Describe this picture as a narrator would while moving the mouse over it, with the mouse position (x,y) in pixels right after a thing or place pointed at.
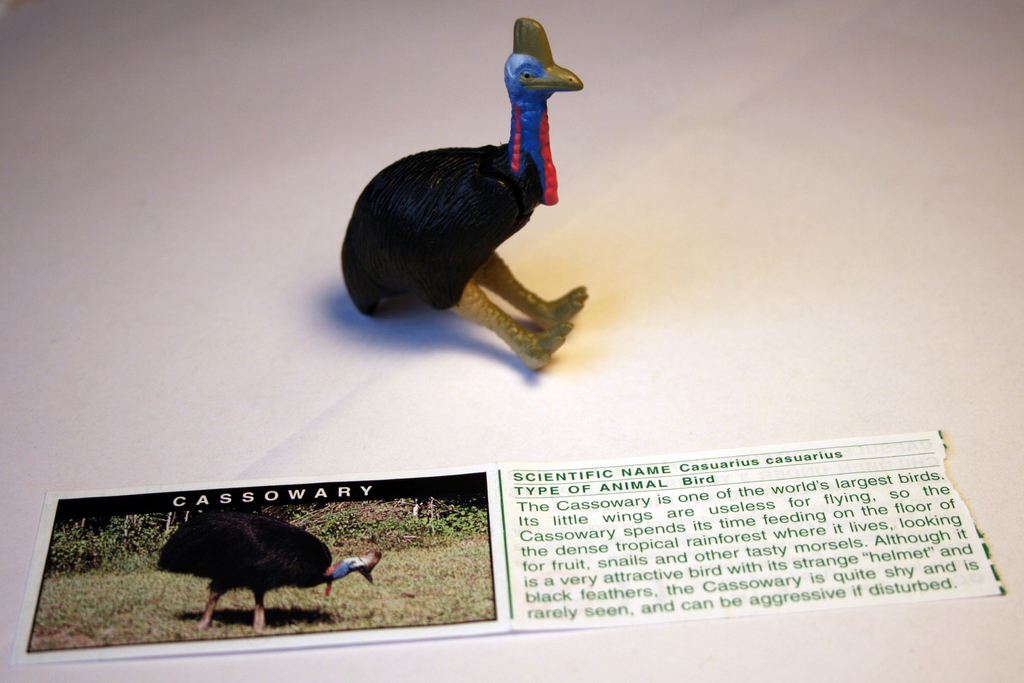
It is a toy (488,243) of a bird (418,246) and in front of the toy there is the picture (426,559) of the bird (194,561) and some information (741,574) is written beside the picture (437,493).
